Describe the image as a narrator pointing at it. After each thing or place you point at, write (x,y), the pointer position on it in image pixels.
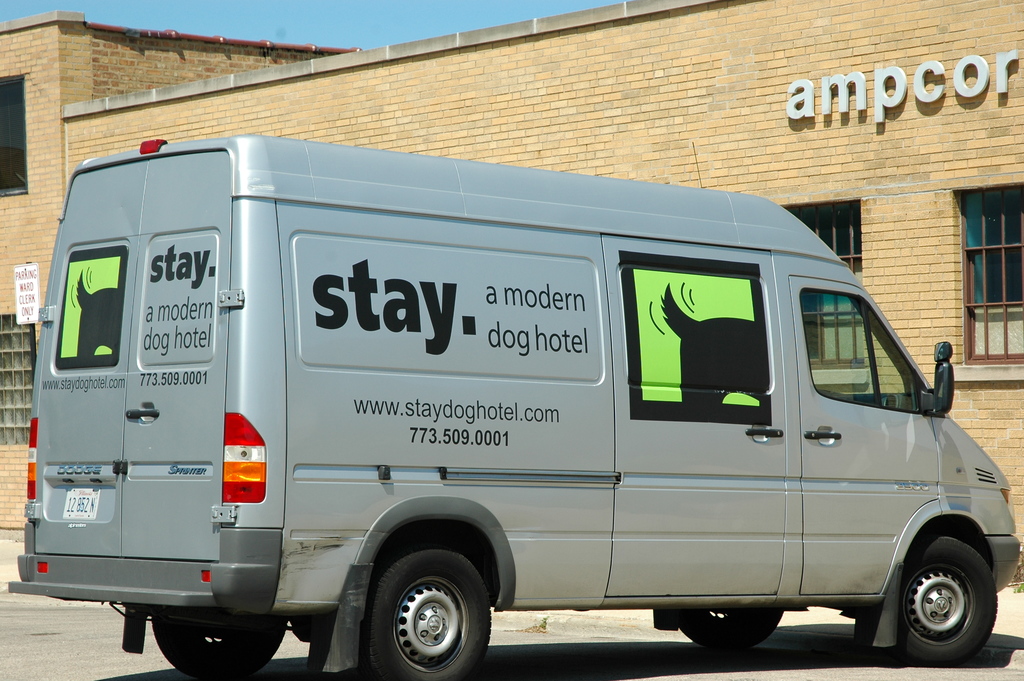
In this picture we can observe a vehicle (545,281) which is in silver color. In the background (594,99) there is a cream color building (546,101) and a sky (258,27).
